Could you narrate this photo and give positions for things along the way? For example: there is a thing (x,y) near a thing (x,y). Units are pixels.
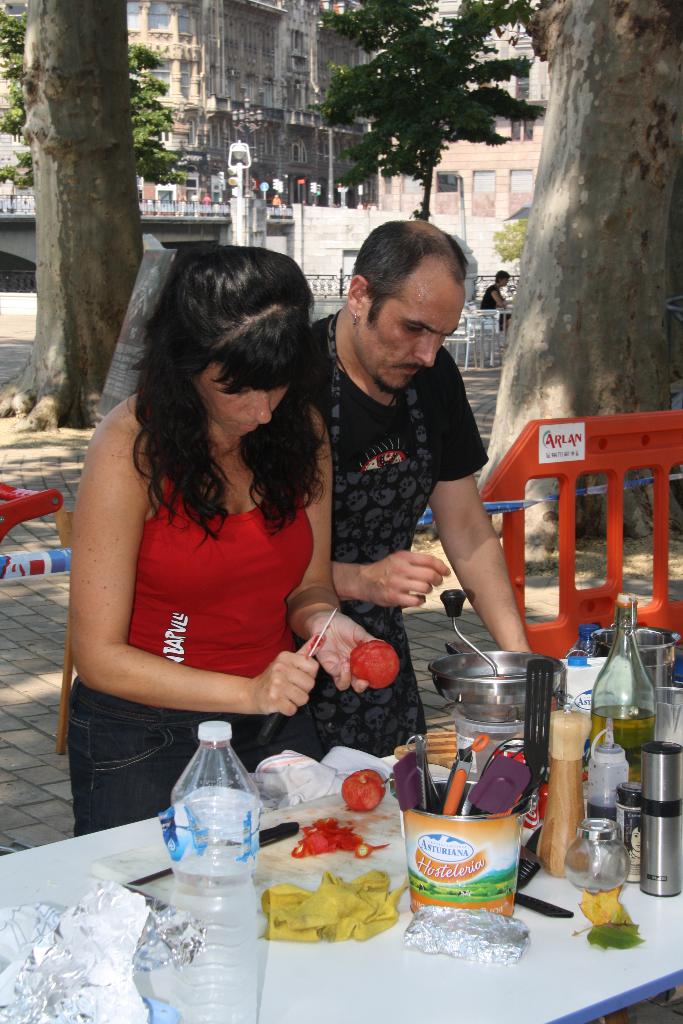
In this picture there is a woman (160,763) and a man (398,222) the woman (176,573) is peeling the tomato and the man (385,386) is standing by resting his hand (420,575) on the table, there are some bottles (223,959) and spoons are placed on the table (621,955) it relates to the kitchenware (679,742) and there is a barricade (516,589) at the right side of the image (524,433) behind the man (382,617), there are some trees (519,367) behind the area of the people (156,771), there is a building (186,152) at the top side of the image (226,20).
